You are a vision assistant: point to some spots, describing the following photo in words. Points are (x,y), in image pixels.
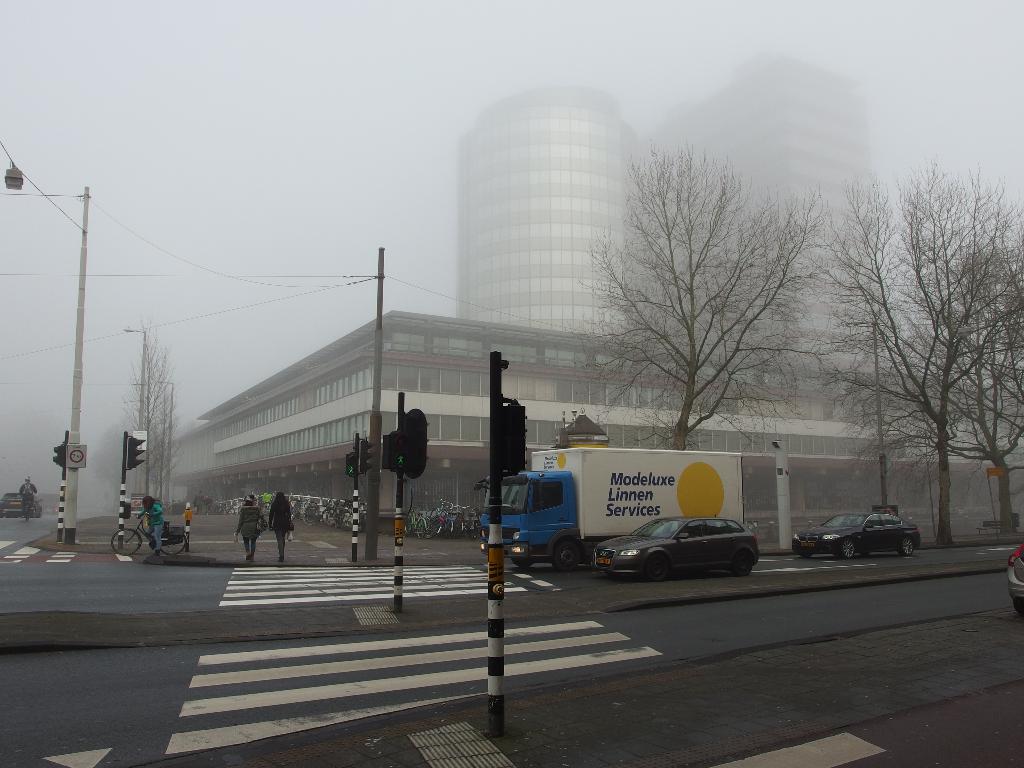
In this image we can see some vehicles (694,525) on the road (935,550). In the background (600,281) we can see some buildings (473,371) and also trees (880,330) and poles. There are people (252,516) walking on the road (232,577). Wires (505,314) are also visible.
